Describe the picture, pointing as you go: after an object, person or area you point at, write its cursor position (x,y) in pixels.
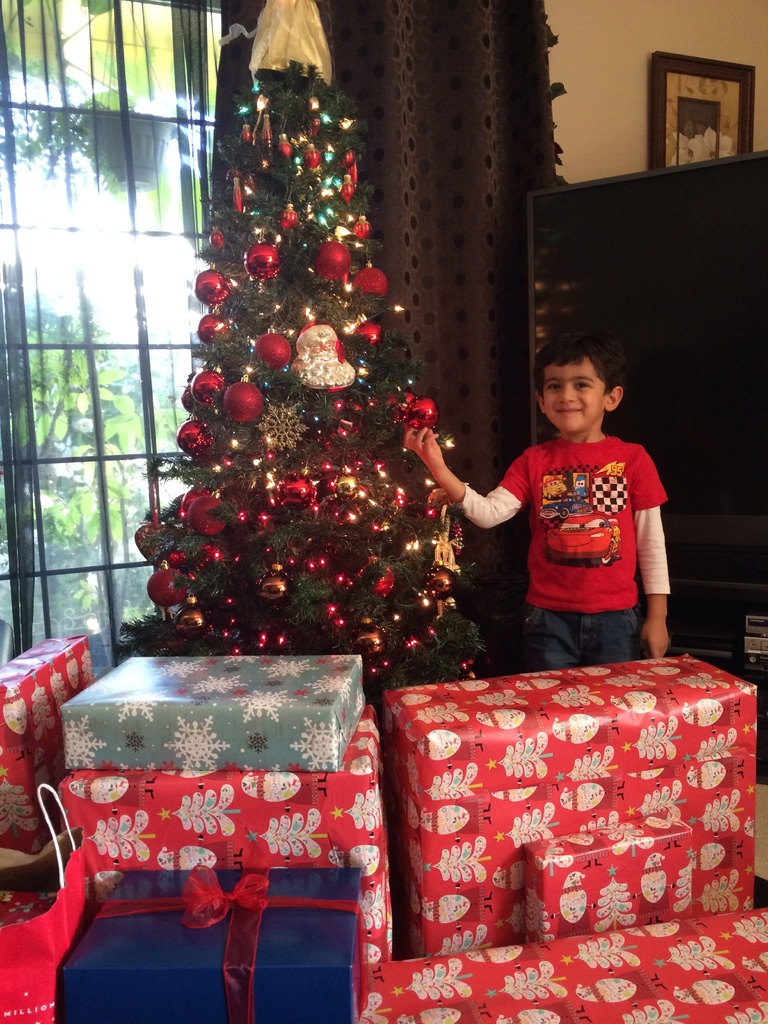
There is a Christmas tree (318,527) and a boy (597,544) standing beside a tree (393,461), there are a lot of gifts (235,759) kept in front of the tree (290,467) and behind the boy (572,527) there is a TV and there is a curtain (365,168) beside the window (54,247), in the background (86,589) there a sky (54,258) and a lot of plants (44,437) behind the window (46,456).
